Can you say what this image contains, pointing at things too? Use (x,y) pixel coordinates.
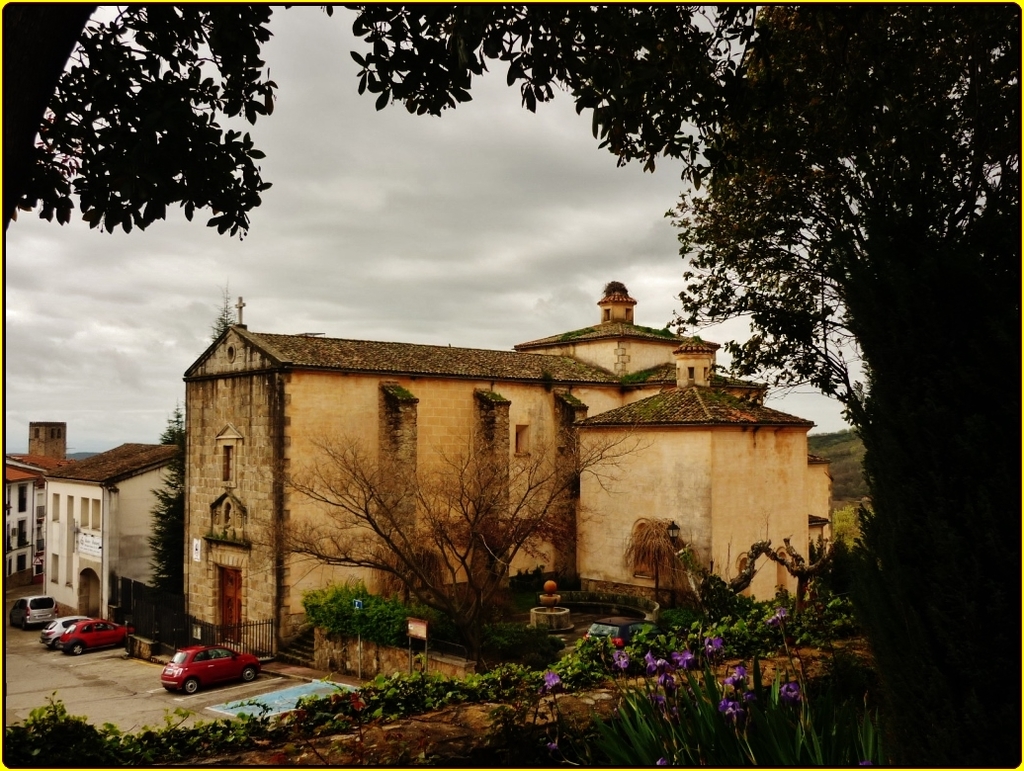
In this image in the front (342,691) there is a plant (596,741) and there are flowers (650,673). In the center (351,479) there is a dry tree (410,575) and there are plants (521,635) and there are cars (101,636), buildings (147,542). In the background (42,472) there is a building (45,440) and the sky (358,215) is cloudy. On the right (948,448) in the front (960,401) there is a tree (942,423).
